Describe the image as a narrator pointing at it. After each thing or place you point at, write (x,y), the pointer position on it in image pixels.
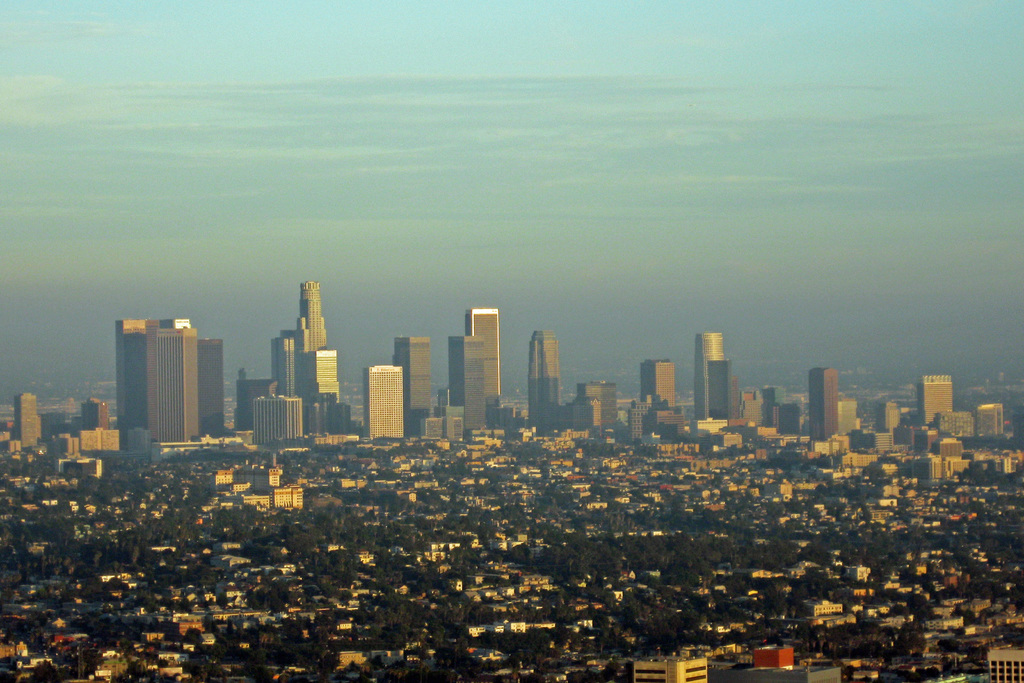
In this image we can see the aerial view and there are some buildings (211,431) and trees (702,517) and at the top (852,115) we can see the sky (252,168).
